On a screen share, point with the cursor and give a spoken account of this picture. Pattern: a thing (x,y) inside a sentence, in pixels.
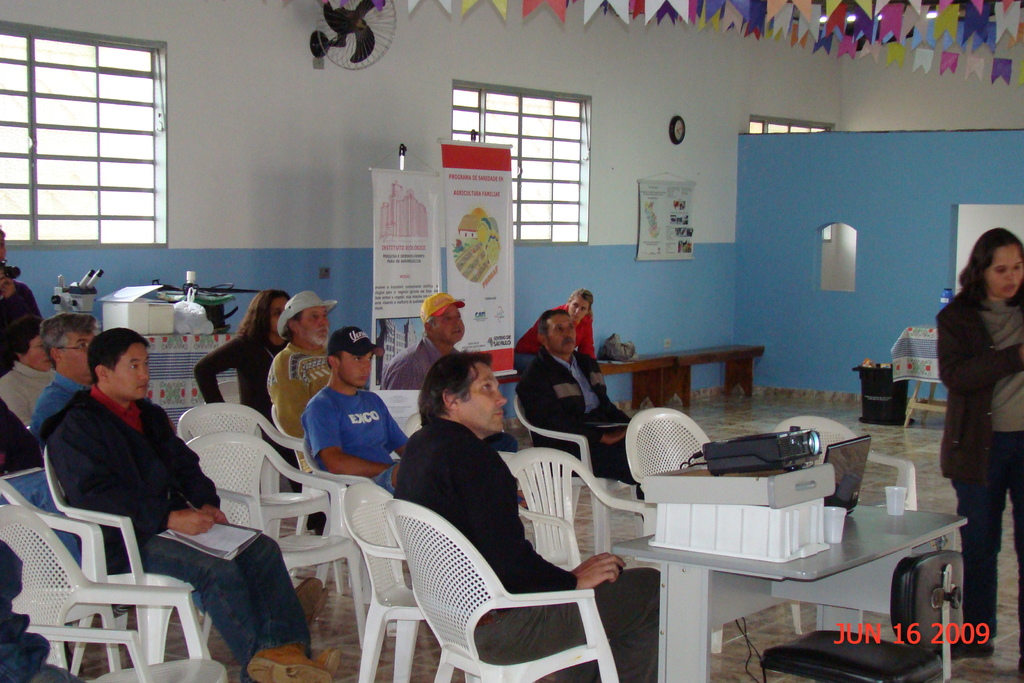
In this image I see number of people (14,654) who are sitting on the chairs (603,651) and there is projector (706,450), laptop (855,475), 2 cups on the table (840,548) and I see a woman (990,633) who is standing over here. In the background (785,33) I see the windows (163,56), fan (363,68) and the decoration (645,5).
